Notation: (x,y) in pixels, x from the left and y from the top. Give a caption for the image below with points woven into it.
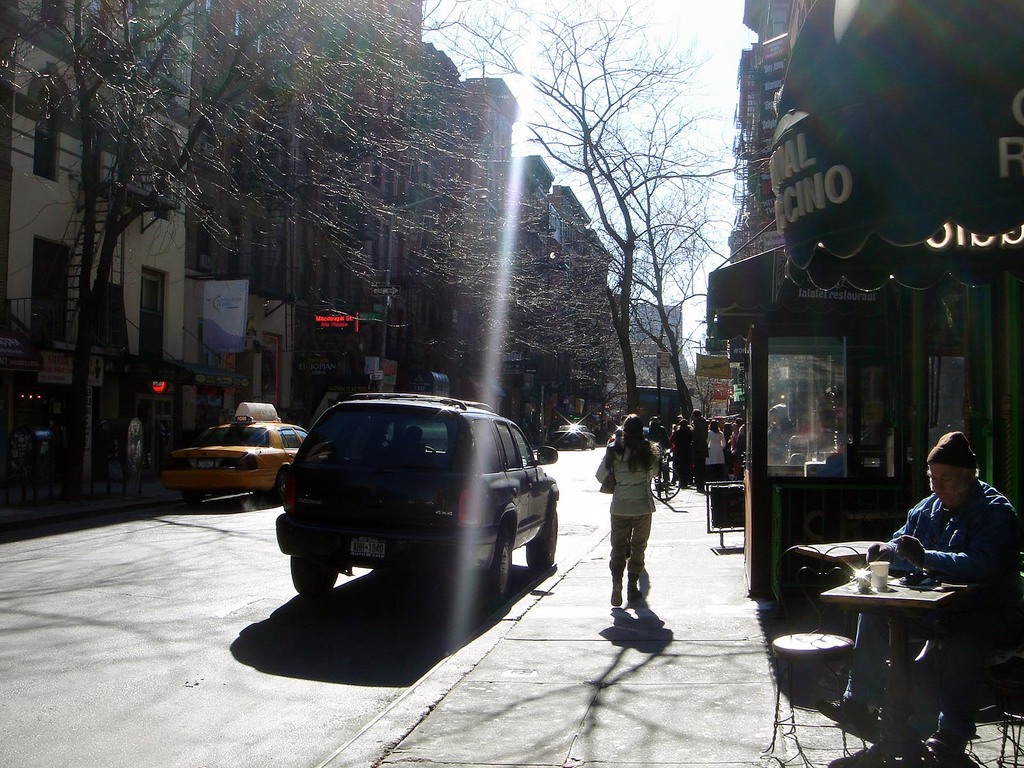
There is a road (238,523). On the road (239,562) there are many vehicles (398,397). On the sides of the road (339,654) there are sidewalks (609,689). On the sidewalk (666,695) there are many people (643,463). There are many buildings (260,301). There are trees (394,223). On the right side (992,539) there is a person (923,535) sitting on stool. There is a table (881,591) and a stool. On the table (899,579) there is a cup (886,577) and some other items (864,589). In the background (670,118) there is sky (670,96). Also there are name boards (240,298) and windows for the building (178,287).
